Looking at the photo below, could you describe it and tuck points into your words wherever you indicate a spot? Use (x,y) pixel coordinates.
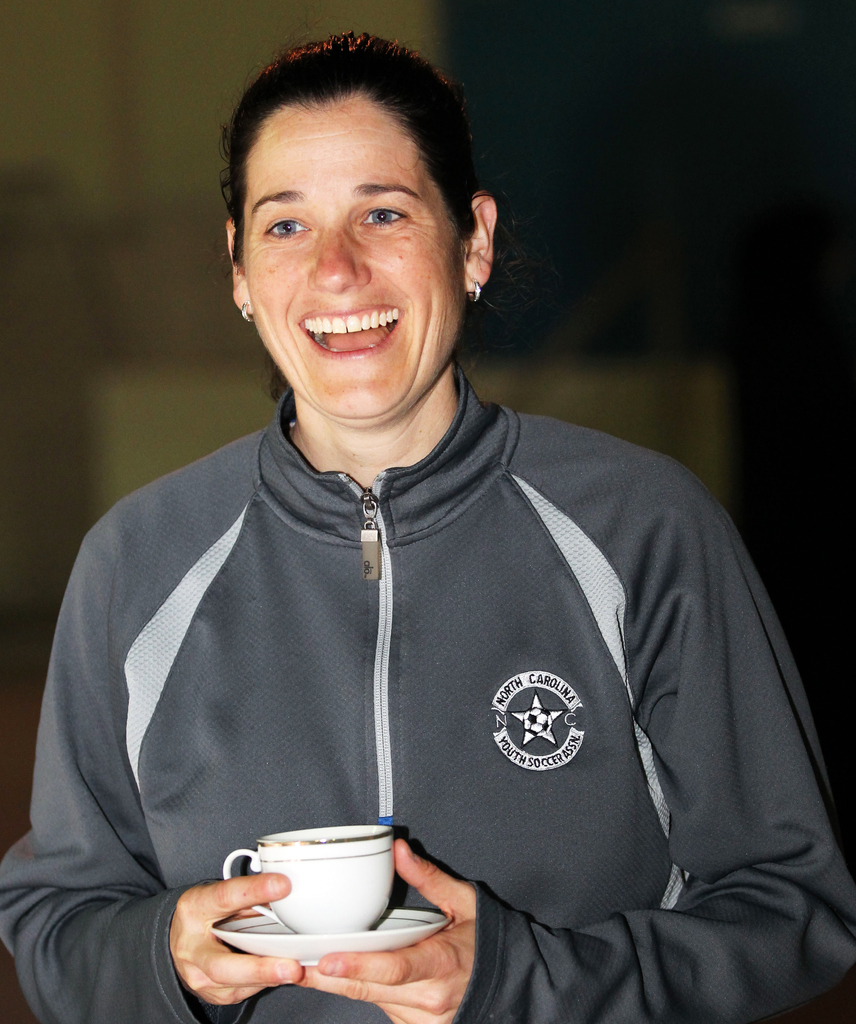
In this image one person (421,812) is standing as we can see in middle of this image (435,575) is holding a white color coffee cup (332,910) and she is smiling.
